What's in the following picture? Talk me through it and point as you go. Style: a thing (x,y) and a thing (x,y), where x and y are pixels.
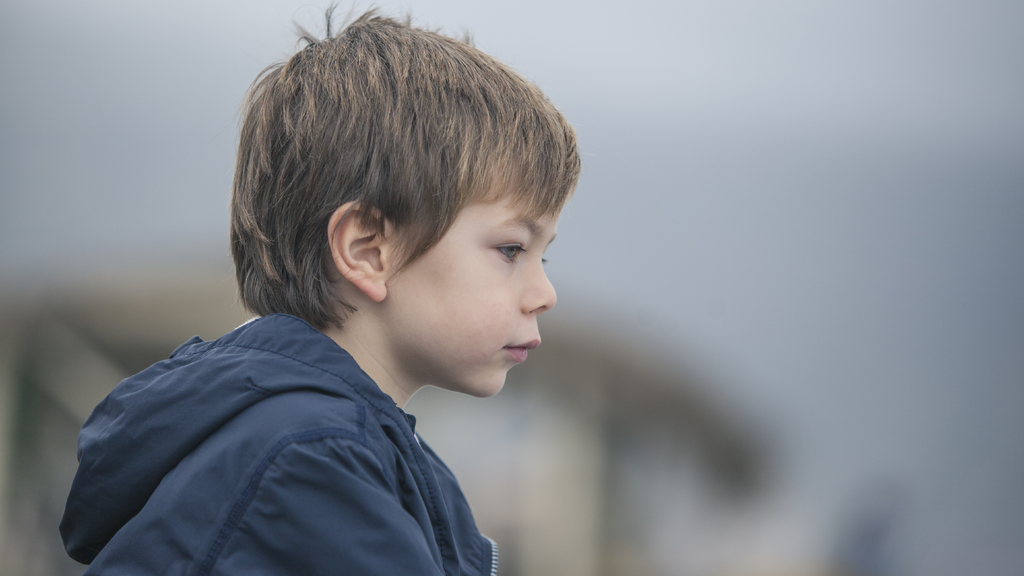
In this picture I can observe a boy (275,372) wearing blue color hoodie (306,392) in the middle of the picture (436,237). The background (108,115) is completely blurred.
